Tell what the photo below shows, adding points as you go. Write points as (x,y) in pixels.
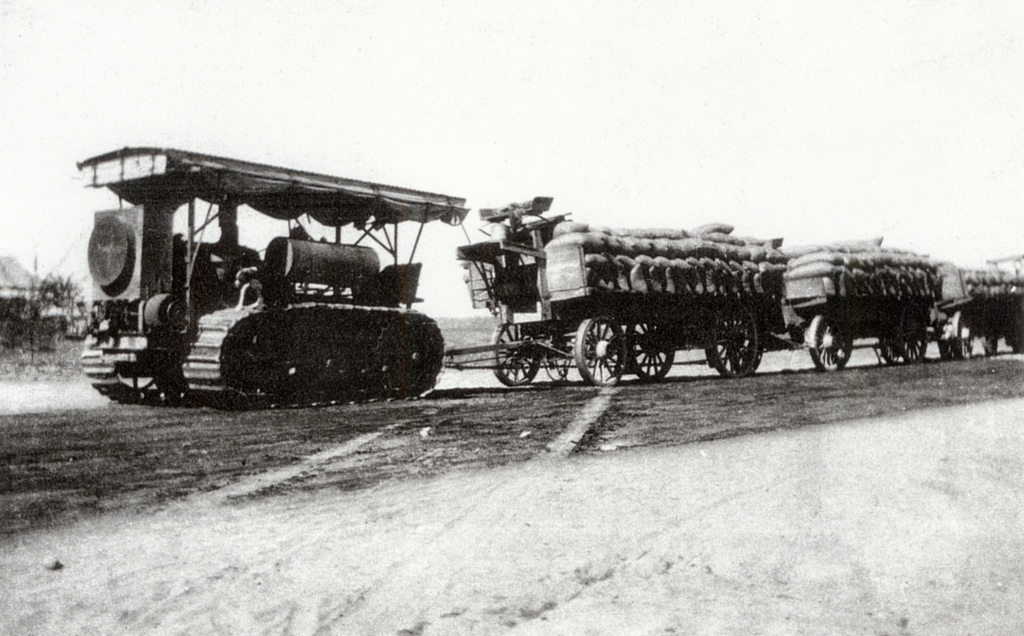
Here we can see a black and white photograph, in this we can see a vehicle (303,396) and few bags (647,230).
